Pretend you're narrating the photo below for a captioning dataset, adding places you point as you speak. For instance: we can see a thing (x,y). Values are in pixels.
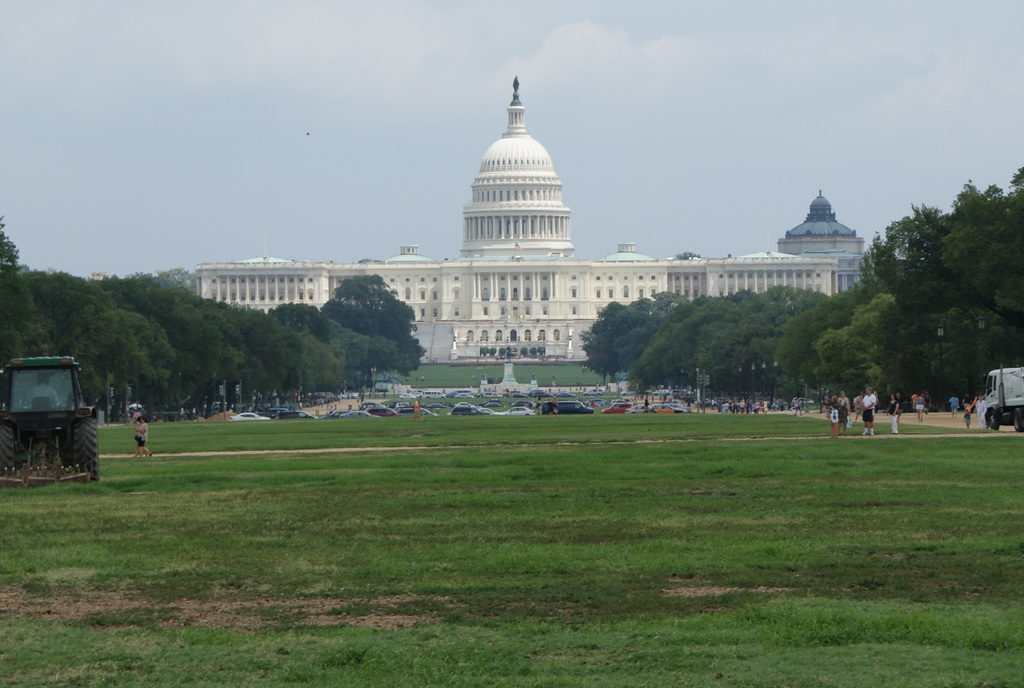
In this image there is a building (532,296), there is sky (236,162), there are trees (388,322), there are people (871,410), there is grass (395,519), there is vehicle (49,423).
